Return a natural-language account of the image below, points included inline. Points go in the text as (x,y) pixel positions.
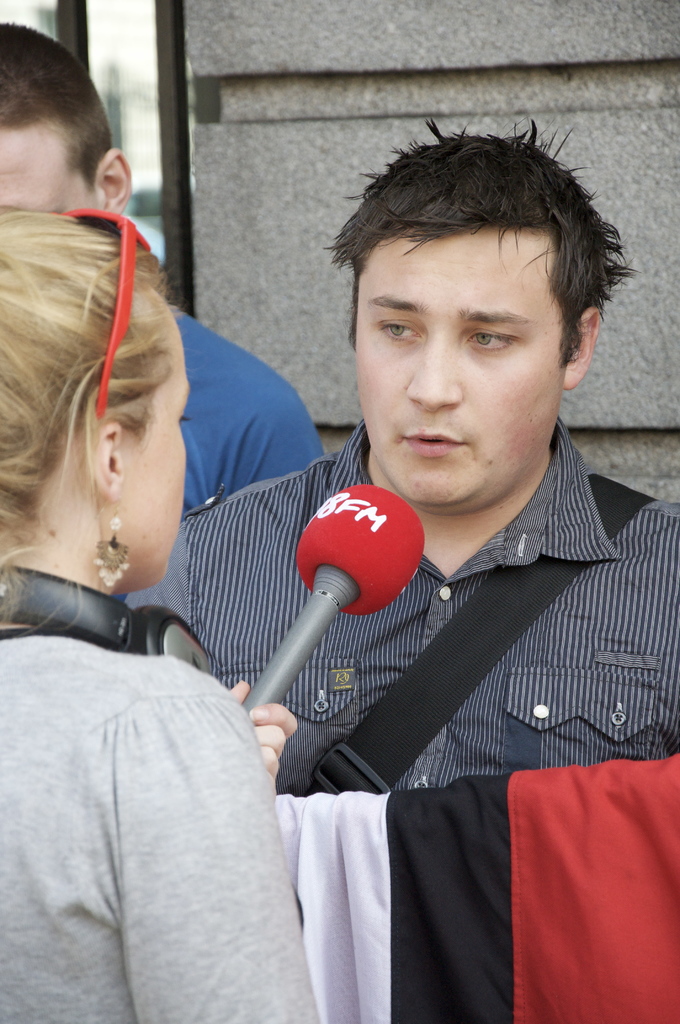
In this image I can see three people (133,493) standing, the woman (167,554) on the left hand side (158,565) is facing towards the back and holding a mike (349,532) in her hand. The man (386,232) standing on the right hand side (453,430) is talking something in mike (412,524). I can see a cloth (381,894) between them. I can see a wall (647,387) behind the man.
